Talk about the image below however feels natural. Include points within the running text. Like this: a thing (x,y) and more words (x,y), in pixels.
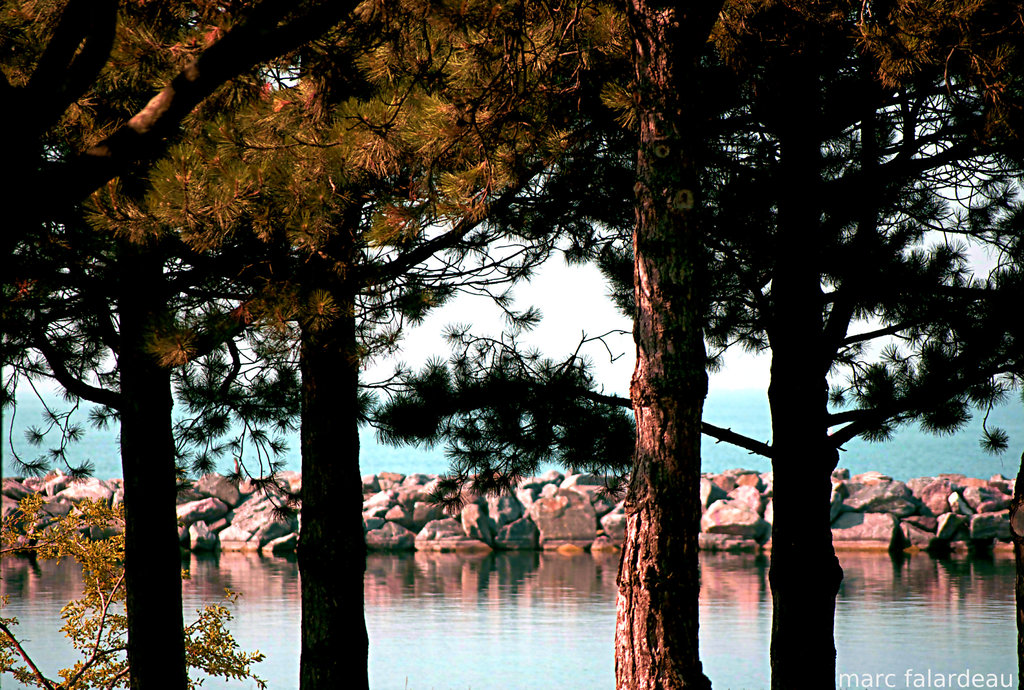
In this image I can see a trees (334,61) and water (550,652). Back I can see few stones (573,486). The sky (536,296) is in white color.
